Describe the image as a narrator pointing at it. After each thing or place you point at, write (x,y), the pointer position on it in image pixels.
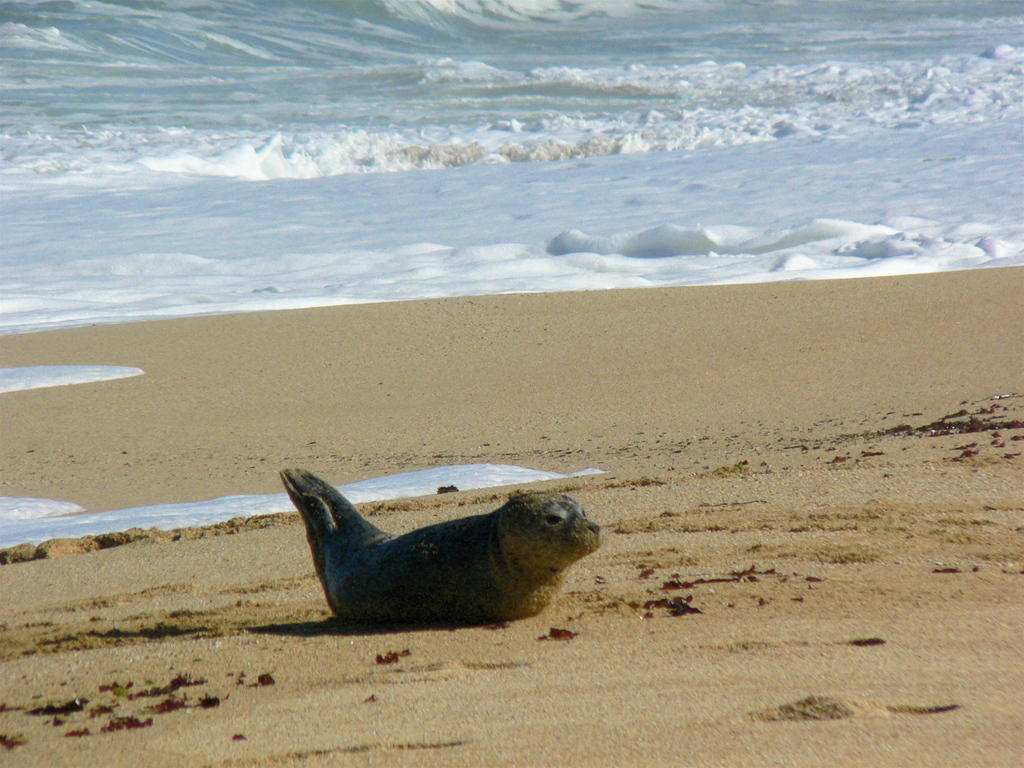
In this image there is a seal (403,547) on a sandy land (540,377), in the background (567,272) there is the sea (598,214).
